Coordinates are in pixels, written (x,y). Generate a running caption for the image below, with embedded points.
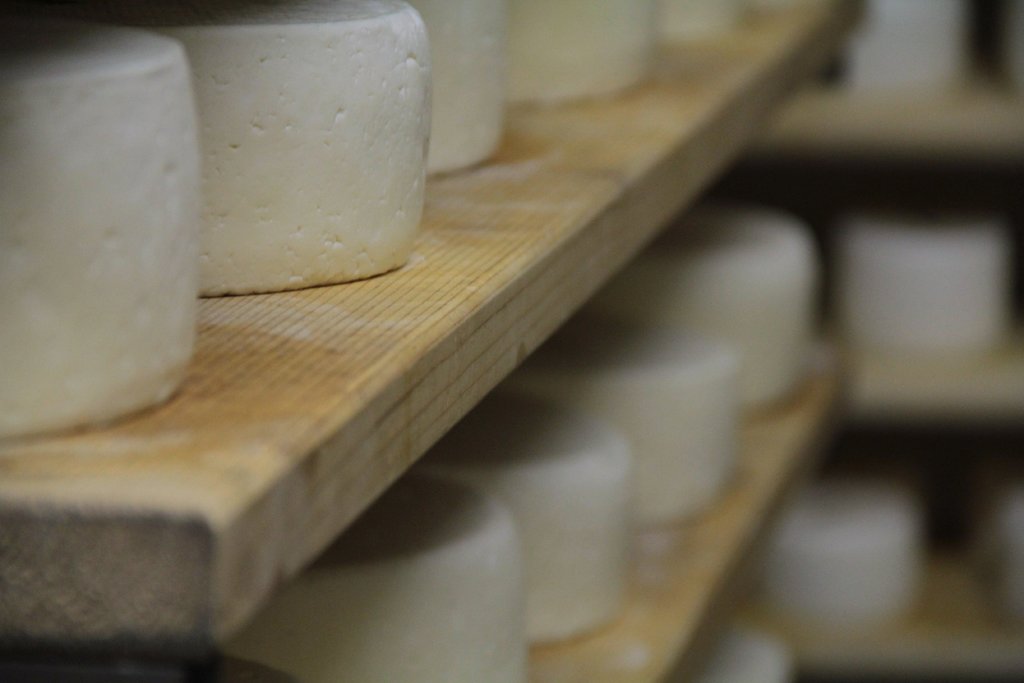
This picture looks like cheeses (308,210) on the wooden shelves (484,228).
